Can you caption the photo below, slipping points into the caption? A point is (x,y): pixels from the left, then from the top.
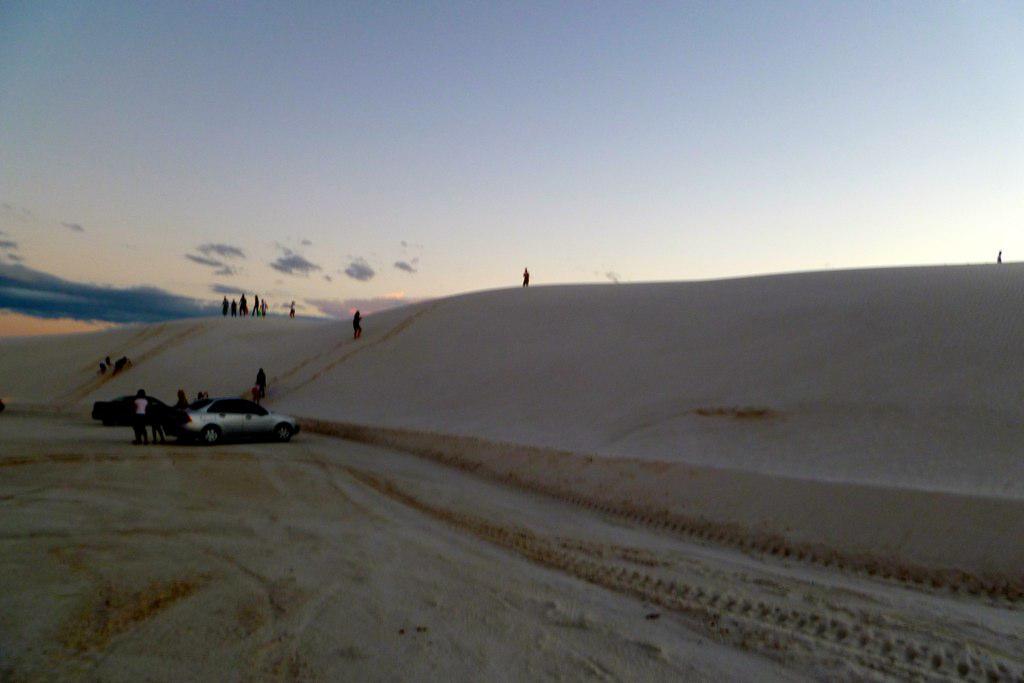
There is sand (270,439). On that there are two cars (199,418) and people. In the back (327,136) there is sky (219,223).
